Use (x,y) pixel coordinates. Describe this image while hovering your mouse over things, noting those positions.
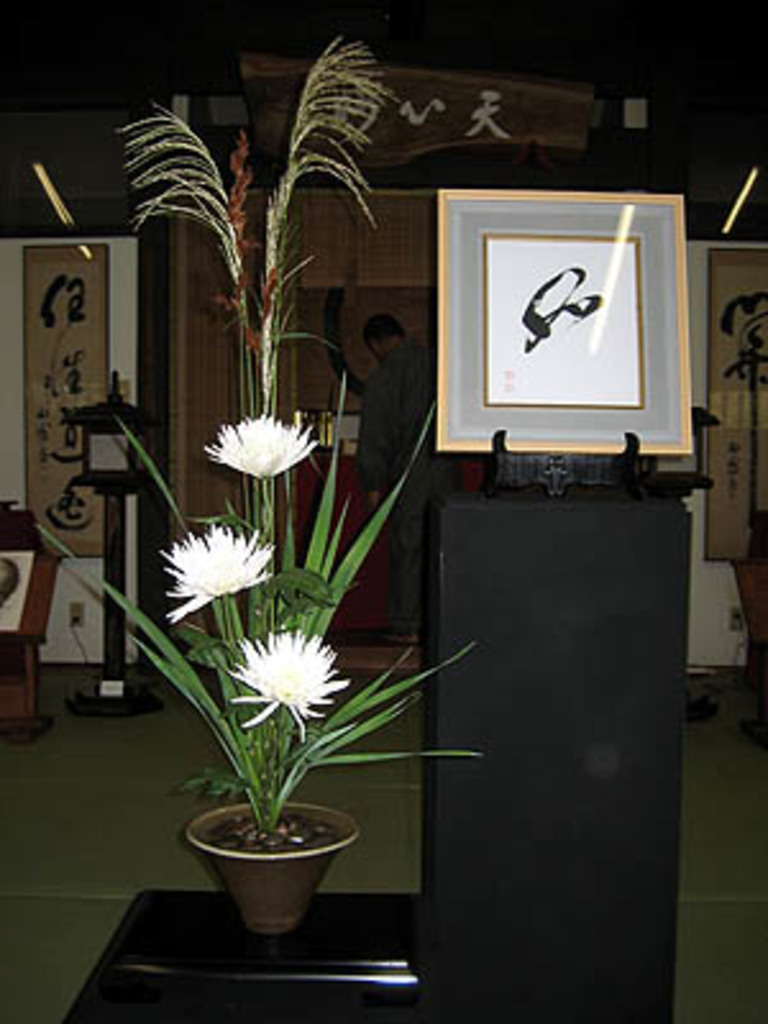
In this image we can see a pot (262,881) with plants (241,693) and flowers (266,464) on a stand (315,958). Also there is a frame (475,389) on a stand (477,545). In the background (378,450) we can see a man (384,403). Also there are boards (62,329) with something written. And there is a light pole (130,489).
